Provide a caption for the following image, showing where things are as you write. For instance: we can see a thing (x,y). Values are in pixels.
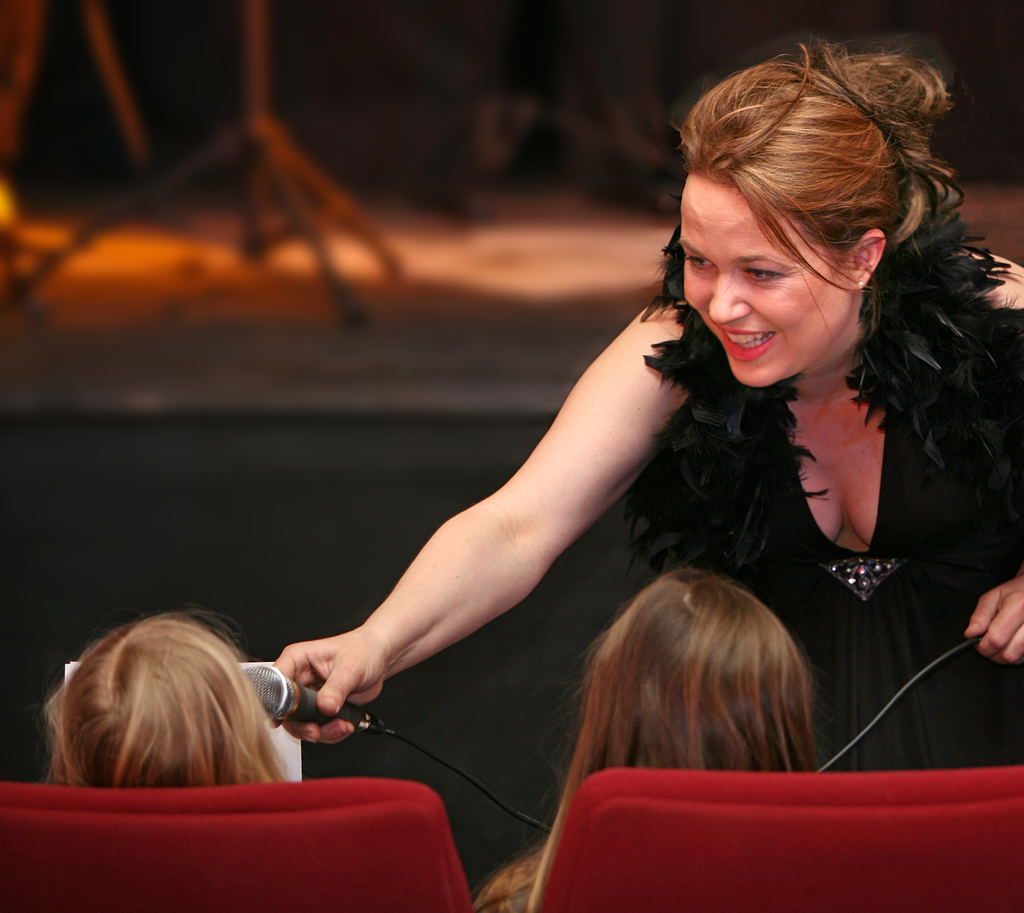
In the image there is lady (724,200) holding a mic (280,691). She is wearing a black dress (919,527) and smiling. On the foreground (198,752) there are two people (700,747) sitting on chairs (351,839). In the background (508,767) there is a stage (226,290).
